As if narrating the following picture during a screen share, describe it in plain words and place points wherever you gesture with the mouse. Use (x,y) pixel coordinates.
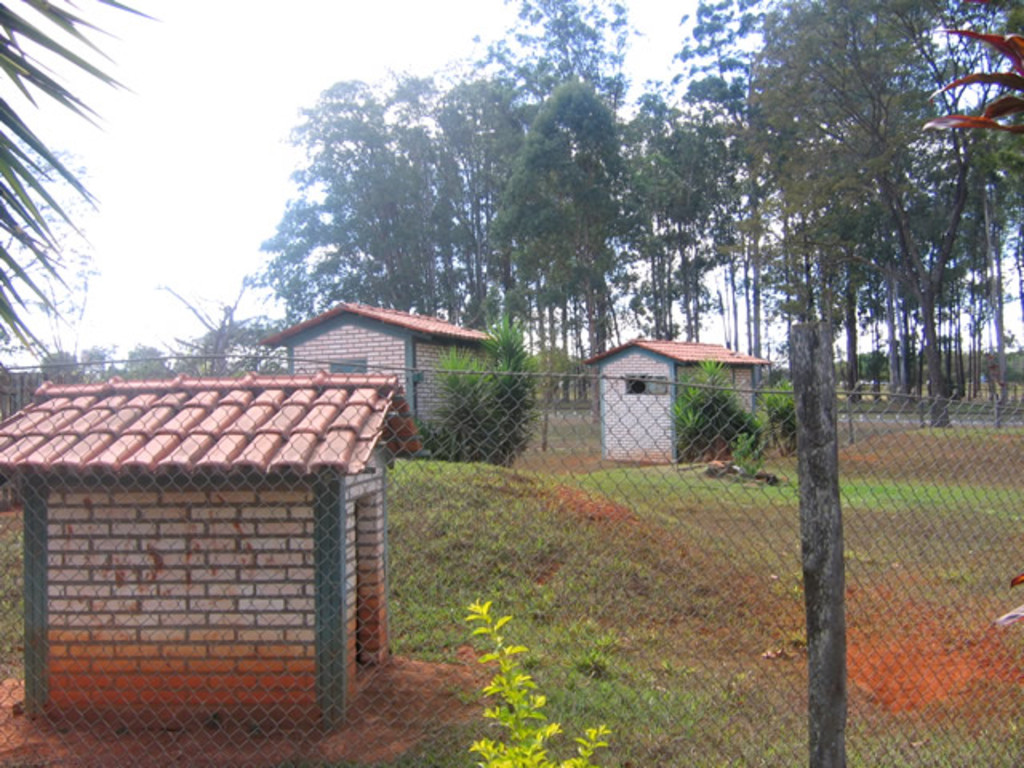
This image is taken outdoors. At the top of the image (269,83) there is the sky (323,67). In the background (781,351) there are many trees (991,353) and plants (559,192) with leaves (383,191), stems (893,322) and branches (831,265). In the middle of the image (413,384) there are two houses (383,360). On the left side of the image (16,186) there is a tree (22,155) and there is a house (335,559). At the bottom of the image (776,644) there is a fence (830,518).
